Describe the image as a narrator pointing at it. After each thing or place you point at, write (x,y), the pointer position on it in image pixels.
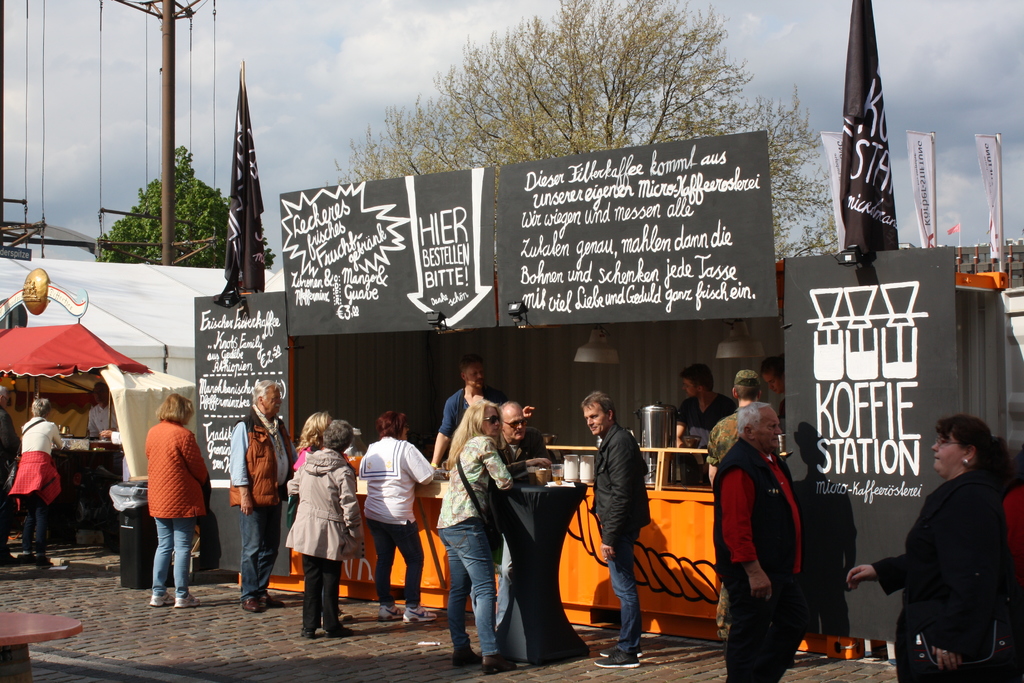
In this image I can see number of people (180,447) are standing. I can also see most of them are wearing jackets (954,518) and few of them are wearing shades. In the background (381,359) I can see few stalls (336,363), boards (828,329), flags (258,232), trees (425,132), clouds (413,73), the sky (253,22), a pole (168,36), few wires (100,119) and here on these boards (251,385) I can see something is written.
